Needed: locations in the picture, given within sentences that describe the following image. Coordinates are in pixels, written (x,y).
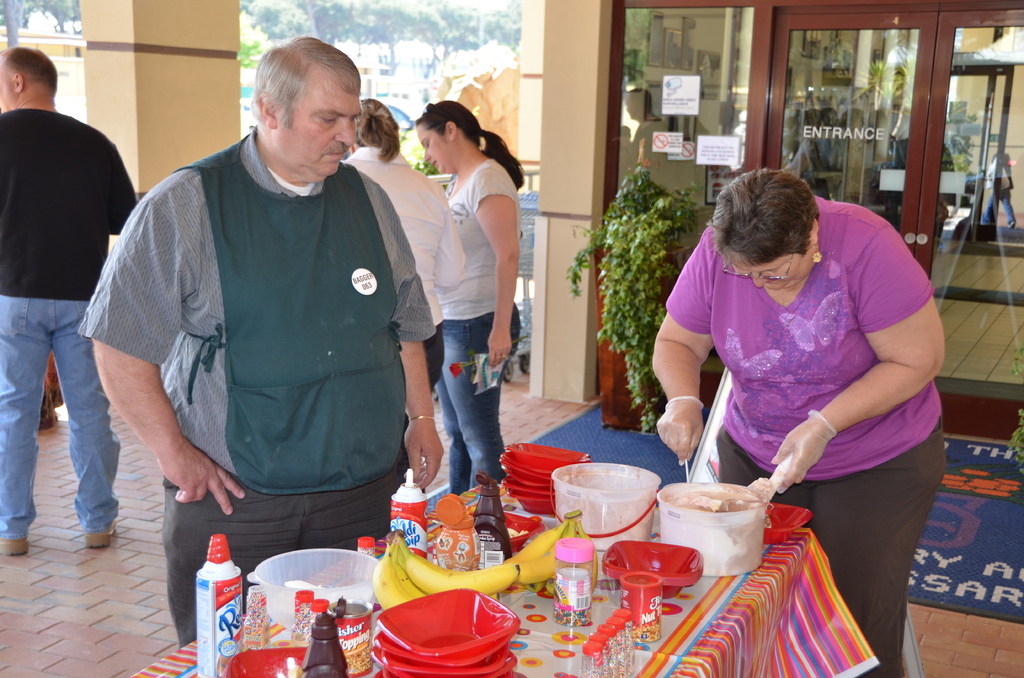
In this image we can see a group of people (667,369) standing on the ground (545,424). One woman (734,361) is holding spoons (779,487) in her hands (779,461). In the foreground (641,630) we can see a group of bowls (540,473), containers (750,516), bananas (445,579), bottles (320,640) placed on the table (720,650). In the center of the image (624,288) we can see a plant (662,206). In the background (694,152), we can see a building (703,125) with door (850,122), pillar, a vehicle (406,120) parked on ground (512,398) and a group of trees (442,29).
